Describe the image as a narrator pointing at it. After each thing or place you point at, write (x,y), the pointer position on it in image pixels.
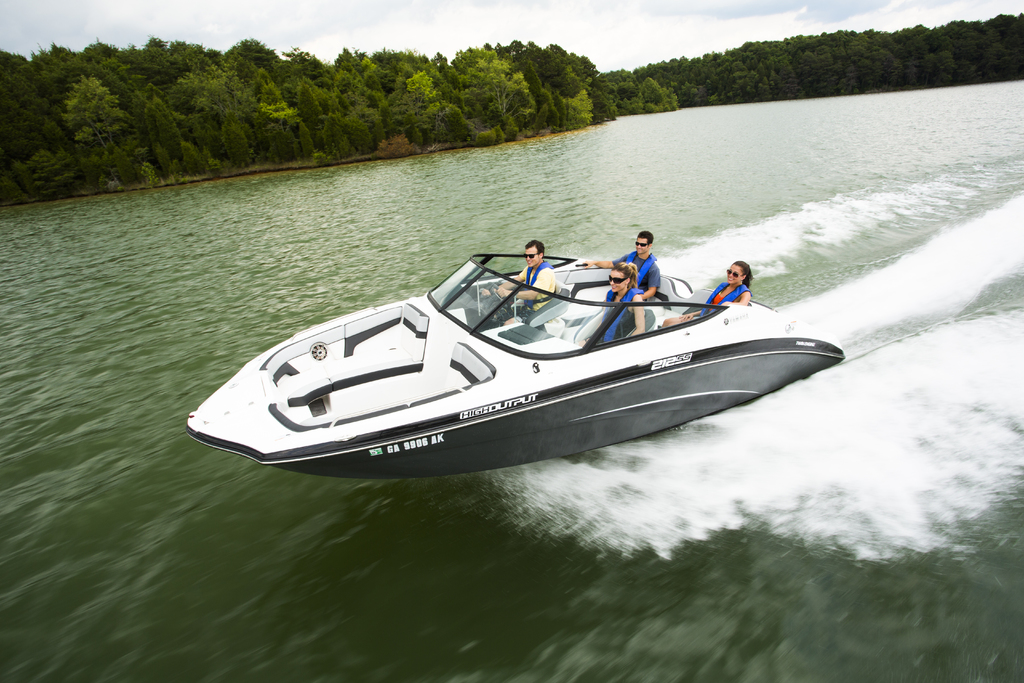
In the center of the image (531,298) we can see some people (646,285) are sitting on a boat (602,292) and wearing the jacket (625,321) and goggles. In the background of the image (416,193) we can see the water (923,285) and trees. At the top of the image (626,32) we can see the clouds (734,22) in the sky (734,22).
